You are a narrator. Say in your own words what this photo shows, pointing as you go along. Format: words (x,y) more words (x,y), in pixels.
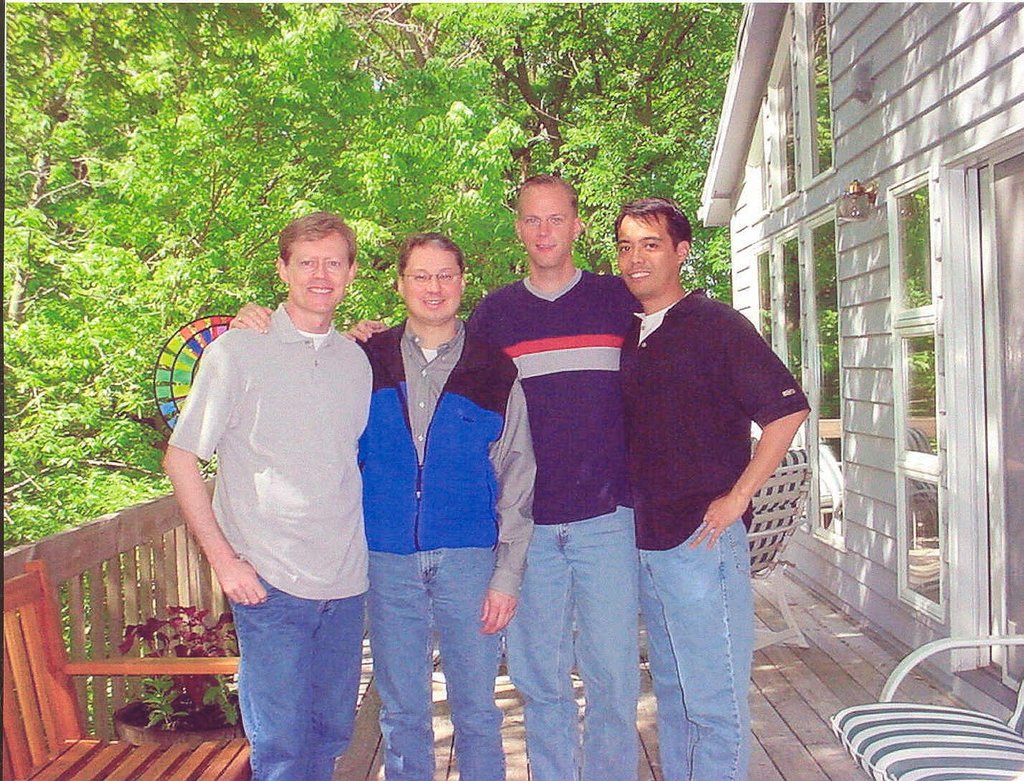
In the given image I can see a people (545,450), fence (75,621), chairs (34,618), house (852,279), plant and in the background (500,149) I can see the trees (391,209).
